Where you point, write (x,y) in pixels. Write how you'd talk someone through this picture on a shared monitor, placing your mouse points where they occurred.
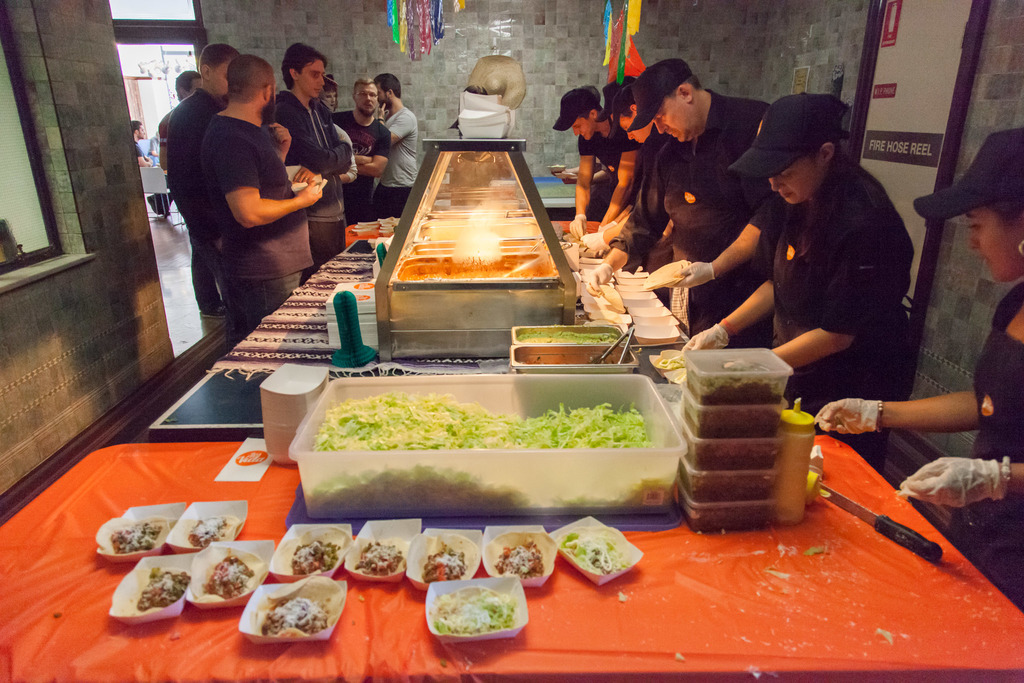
In this picture we can see some people (604,143) standing here, there are some plastic boxes (728,454), plates (665,317), bowls (488,557) present here, we can see some food (318,538) present in this boxes (741,412), in the background (585,64) there is a wall (552,55), we can see ribbons (605,42) here, the people (629,225) on the right side (700,190) wear caps (590,97).
